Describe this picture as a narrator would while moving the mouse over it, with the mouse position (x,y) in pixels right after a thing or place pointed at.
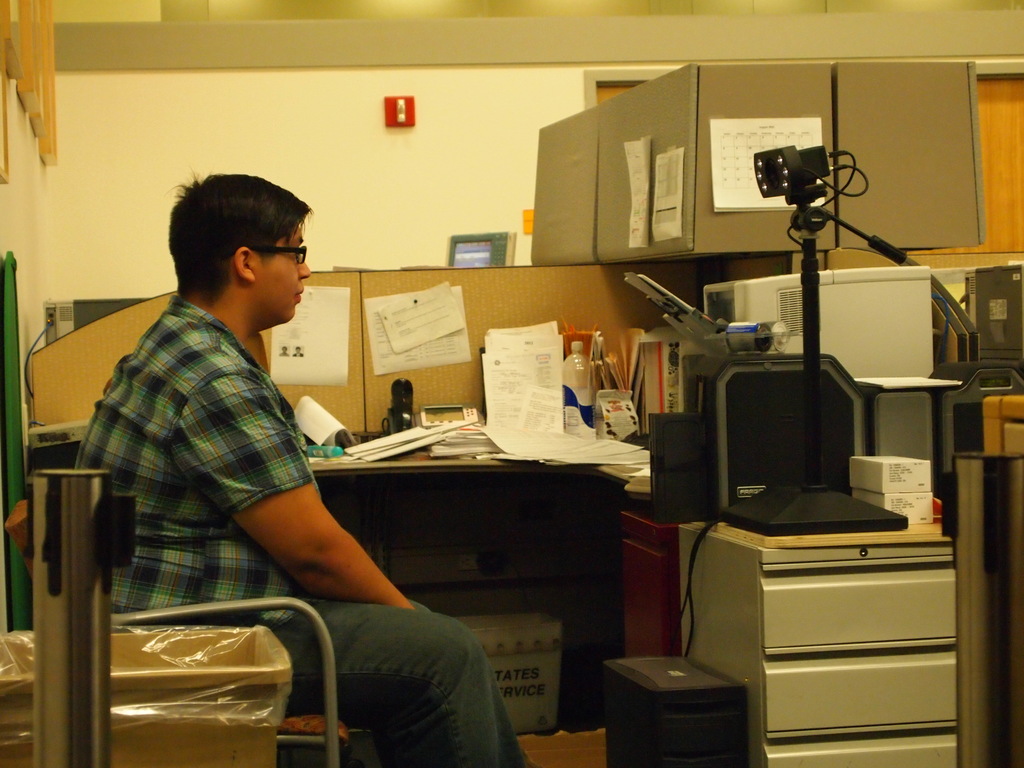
In this image i can see a person (250,583) sitting on a chair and an electronic device (800,191) in front of him. In the background (541,412) i can see few papers (470,426) on the desk (486,460), a monitor (478,266), a wall (450,175) and an emergency button (404,108).
